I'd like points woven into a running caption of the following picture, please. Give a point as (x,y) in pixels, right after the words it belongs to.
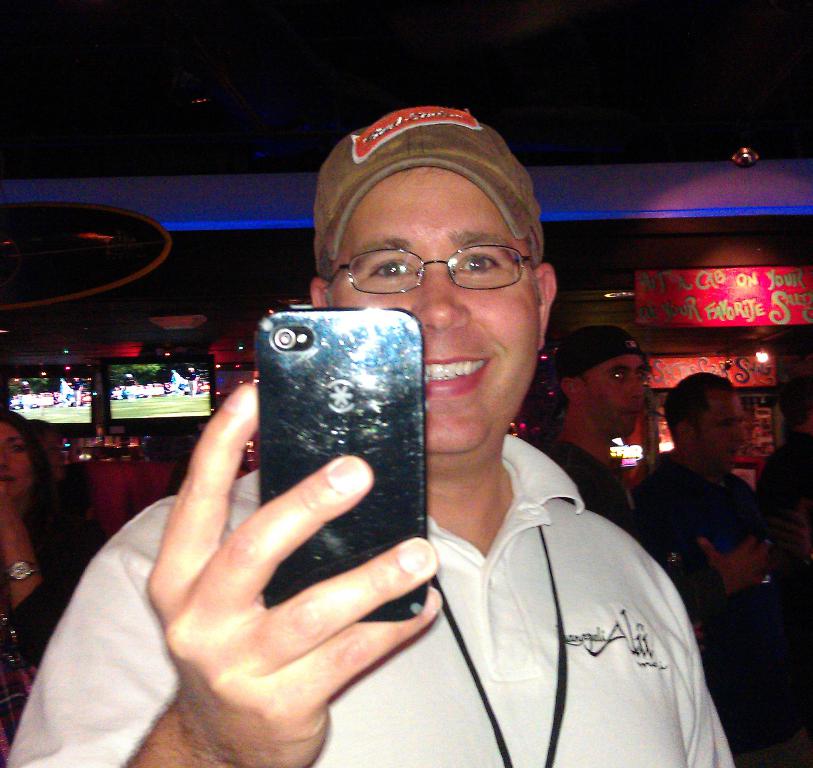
There is a group of people (299,491). In the center (462,327) we have a one person (551,612). He's holding a mobile (344,536). He's wearing a spectacle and cap (325,204).
